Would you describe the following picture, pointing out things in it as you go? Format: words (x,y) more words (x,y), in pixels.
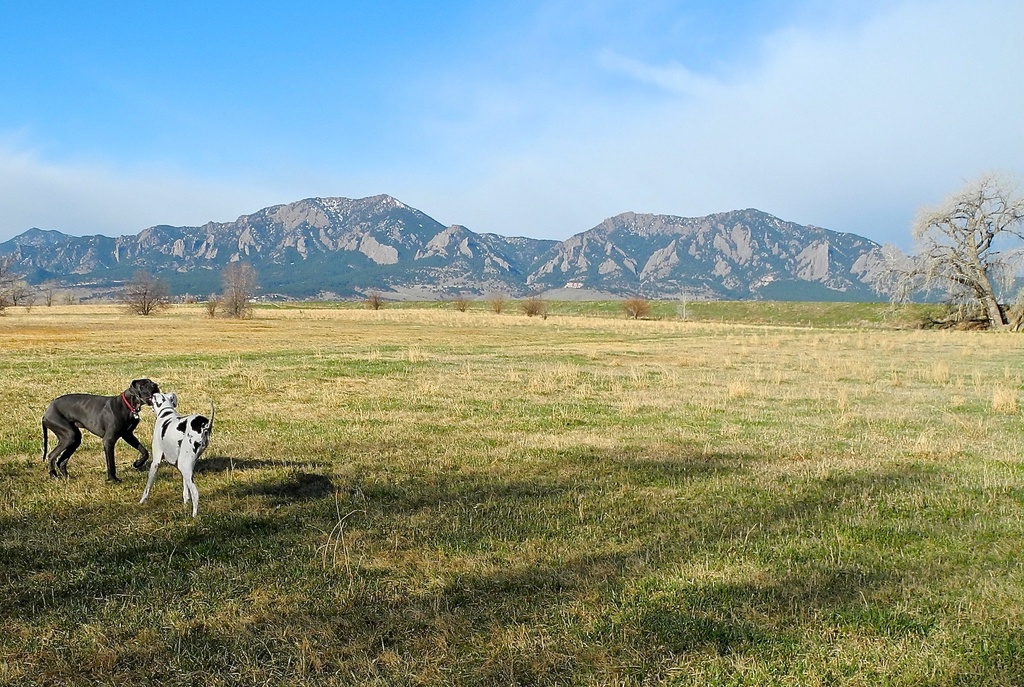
In this image on the left side (163,441) there are two dogs (157,436), at the bottom (528,578) there is grass (887,501) and in the background (908,267) there are trees (154,282) and mountains (613,263). On the top of the image (780,109) there is sky (98,157).
